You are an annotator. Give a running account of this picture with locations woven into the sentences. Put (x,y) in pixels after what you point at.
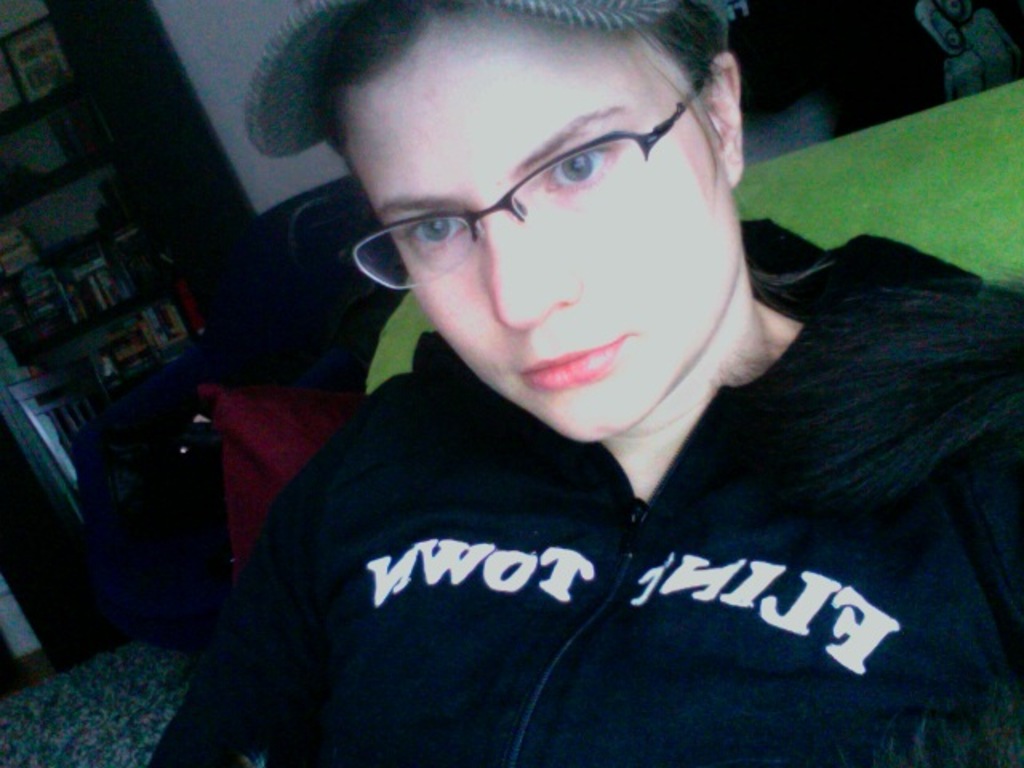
In this image I can see a woman (418,390) in the front (641,343) and I can see she is wearing black colour dress (648,602), a specs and a cap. I can also see something is written on her dress (552,551) and on the left side of this image (15,131) I can see number of things (14,162) on the shelves (158,312).
